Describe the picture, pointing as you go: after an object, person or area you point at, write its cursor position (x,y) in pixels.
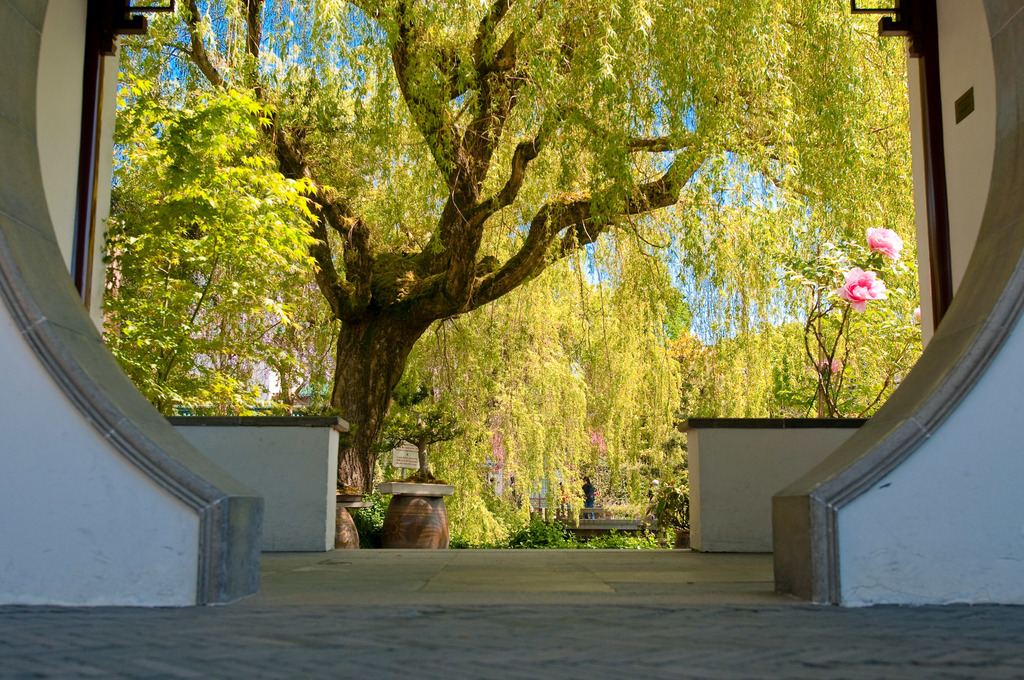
This image consists of many trees (518,142) and plants (911,305). To the right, there are flowers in pink color. At the bottom (316,576), there is a floor (379,637). To the left (75,358) and right, there are walls (220,527).
